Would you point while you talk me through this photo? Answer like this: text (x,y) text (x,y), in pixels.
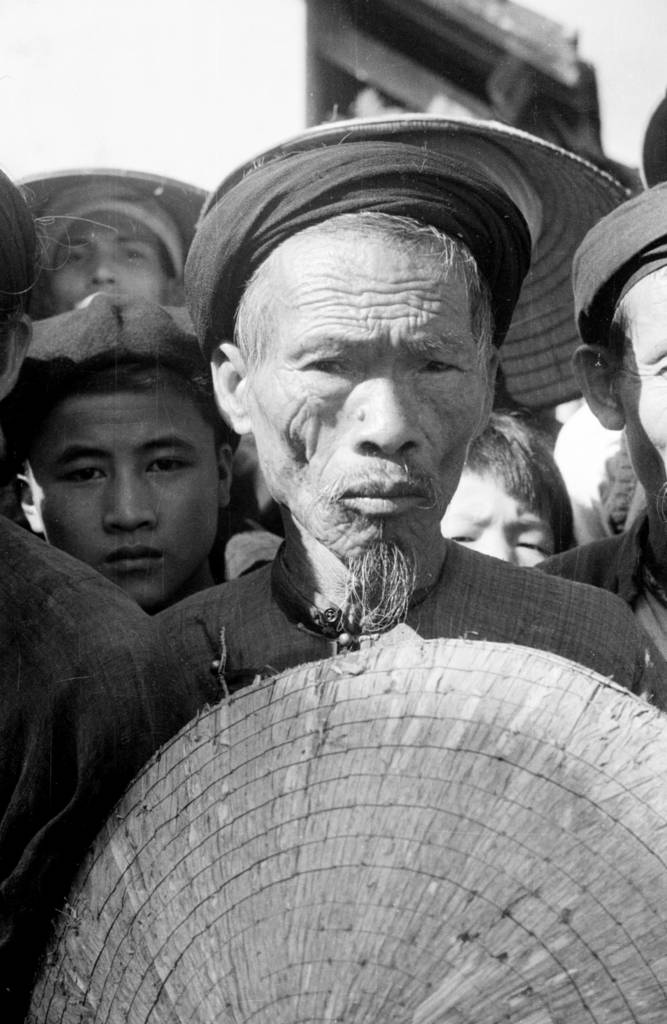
This is a black and white image and here we can see people (409,354) and are wearing hats (302,194) and we can see an object (346,752), at the bottom (283,778).
